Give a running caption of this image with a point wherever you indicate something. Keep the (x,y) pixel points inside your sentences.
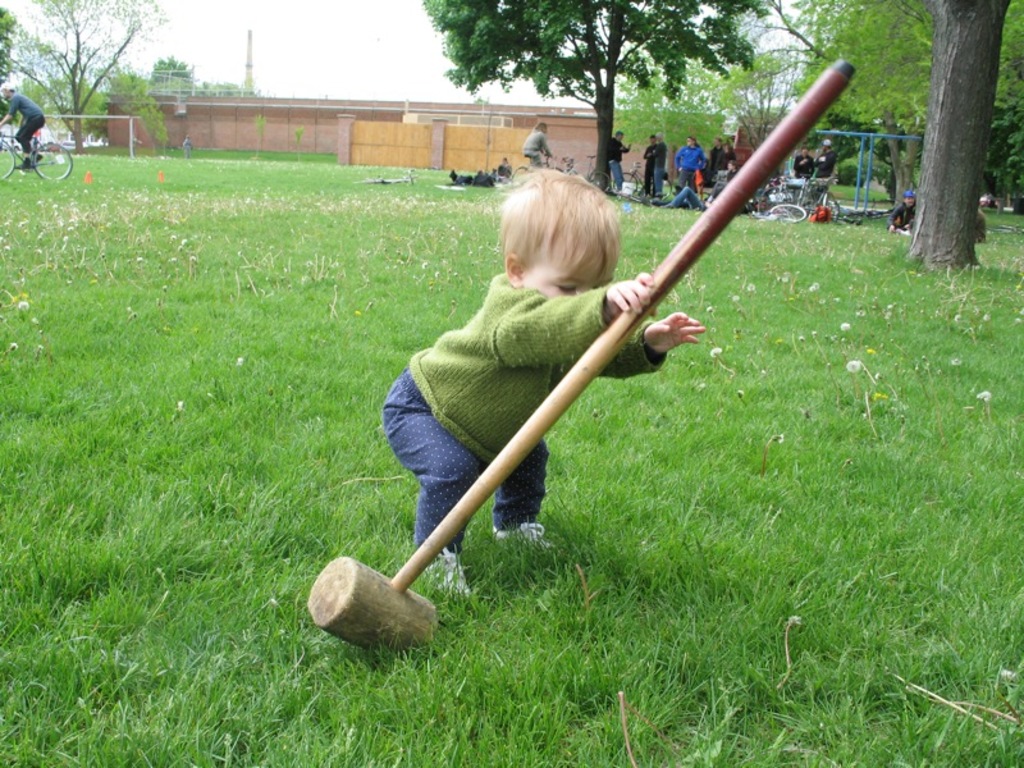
In this image, we can see green grass (167,580) on the ground (150,532), at the middle (469,398) there is a small kid (479,430) holding an object (430,555), in the background (661,181) there are some people (689,143) standing, at the left side (30,160) there is a person (41,119) riding a bicycle (53,146), at the top (337,74) there is a sky (350,35).
